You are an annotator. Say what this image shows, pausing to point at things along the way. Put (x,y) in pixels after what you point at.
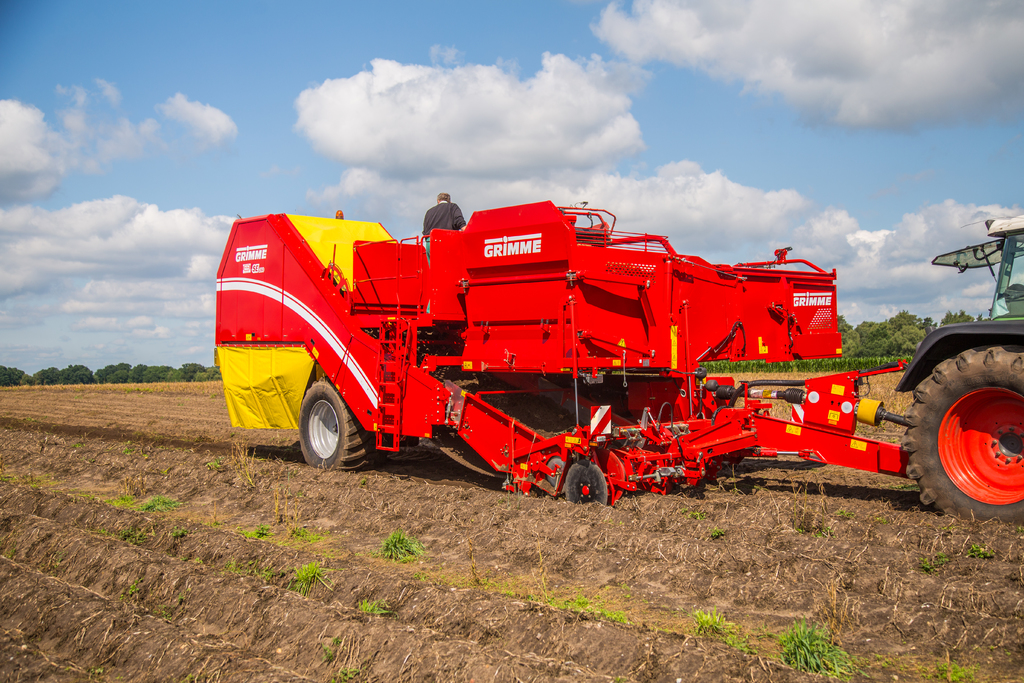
Here in this picture we can see a potato harvester (451,274) present in a field (429,442) and we can see grass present in the field (232,474) and in the far we can see plants (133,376) and trees (60,374) present and we can see clouds (548,196) in the sky (329,174) and we can also see a person (454,216) present in the vehicle (416,249).
